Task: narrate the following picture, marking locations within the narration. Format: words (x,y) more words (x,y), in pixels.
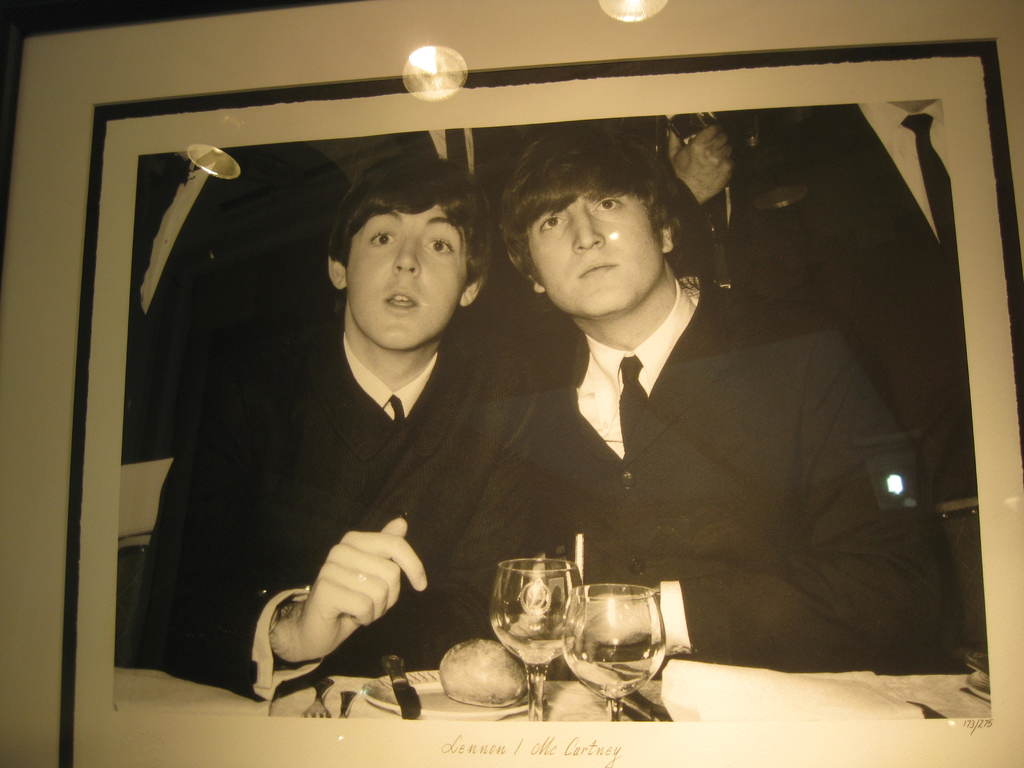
This picture contains a photo frame (3,350). In this picture, we see two men (493,445) are sitting on the chairs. In front of them, we see a table (569,705) on which glasses (605,611), plate (428,684), knife (390,677), forks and tissue papers (735,684) are placed. Behind them, we see people (689,191) are standing.
